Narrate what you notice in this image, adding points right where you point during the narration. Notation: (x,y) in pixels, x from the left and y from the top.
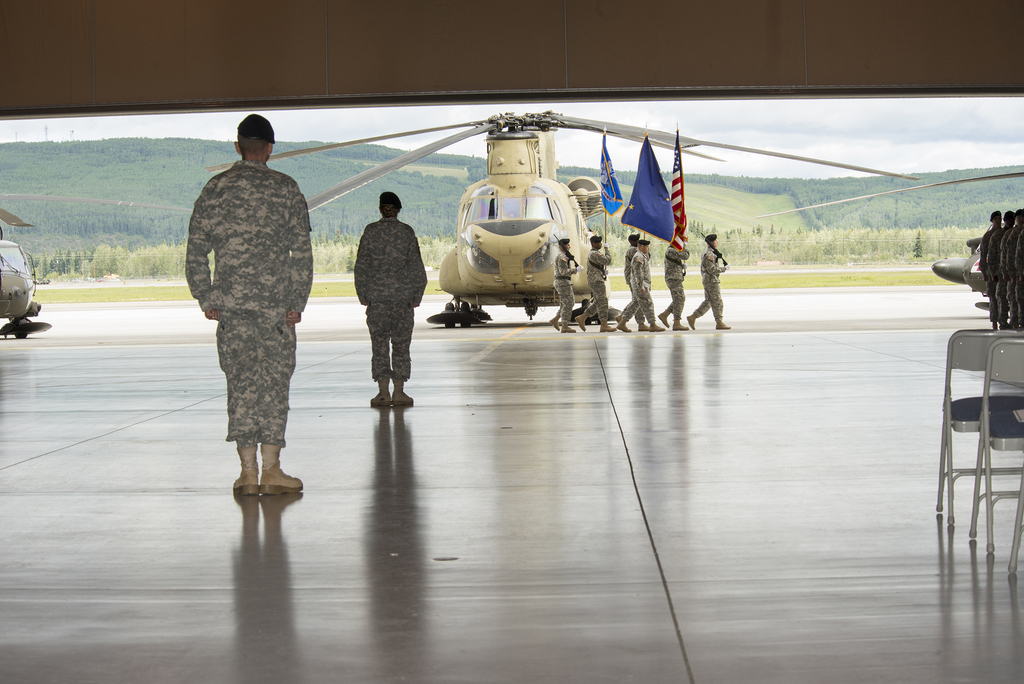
In this picture i can see group of people (284,348) are standing. On the right side (684,273) I can see group of people (678,284) among them few are holding flags (639,229). I can also see helicopter (474,229), trees (331,230) and sky (439,121). On the right side (996,405) I can see chairs (993,421), people (1013,277) and other objects (961,281).
